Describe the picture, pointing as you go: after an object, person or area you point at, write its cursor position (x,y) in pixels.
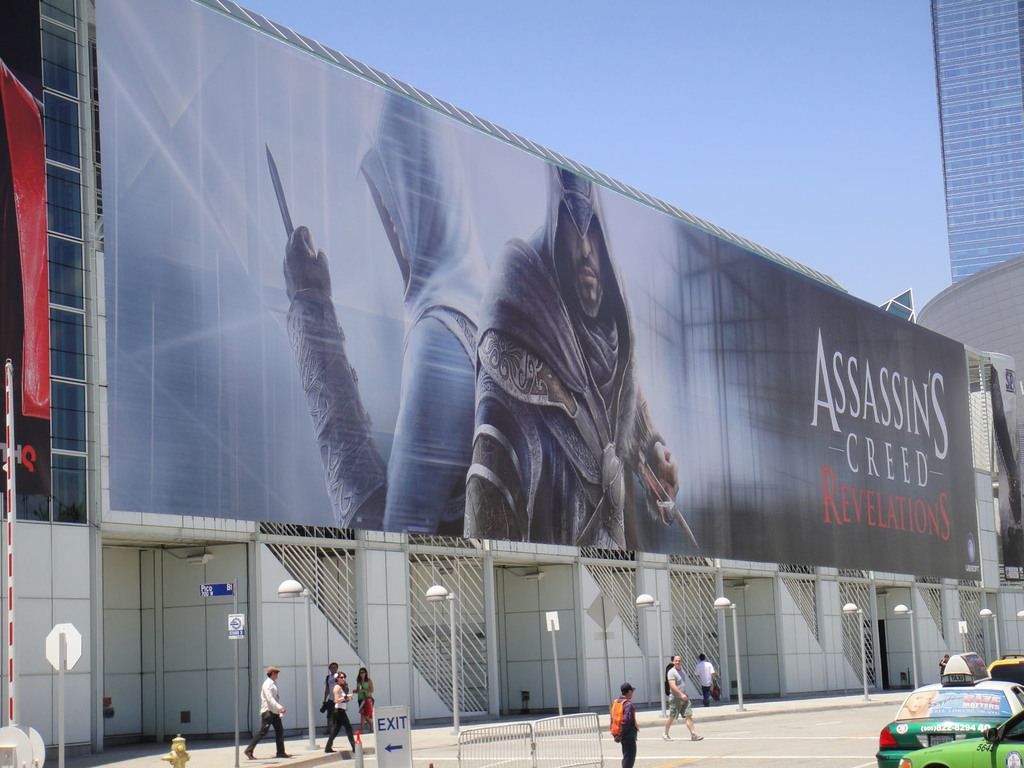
In this image there is the sky (632,78) towards the top of the image (660,60), there is a building (954,148) towards the right of the image (972,96), there is a wall (630,581), there is a board (489,316), there are two men (429,325) on the board (418,342), there is text (842,389) on the board (866,408), there are group of persons (333,689) on the road (771,745), there are objects (18,747) towards the bottom of the image (401,735), there are cars (980,679) towards the right of the image (988,710), there is an object (29,736) towards the left of the image (12,634).
